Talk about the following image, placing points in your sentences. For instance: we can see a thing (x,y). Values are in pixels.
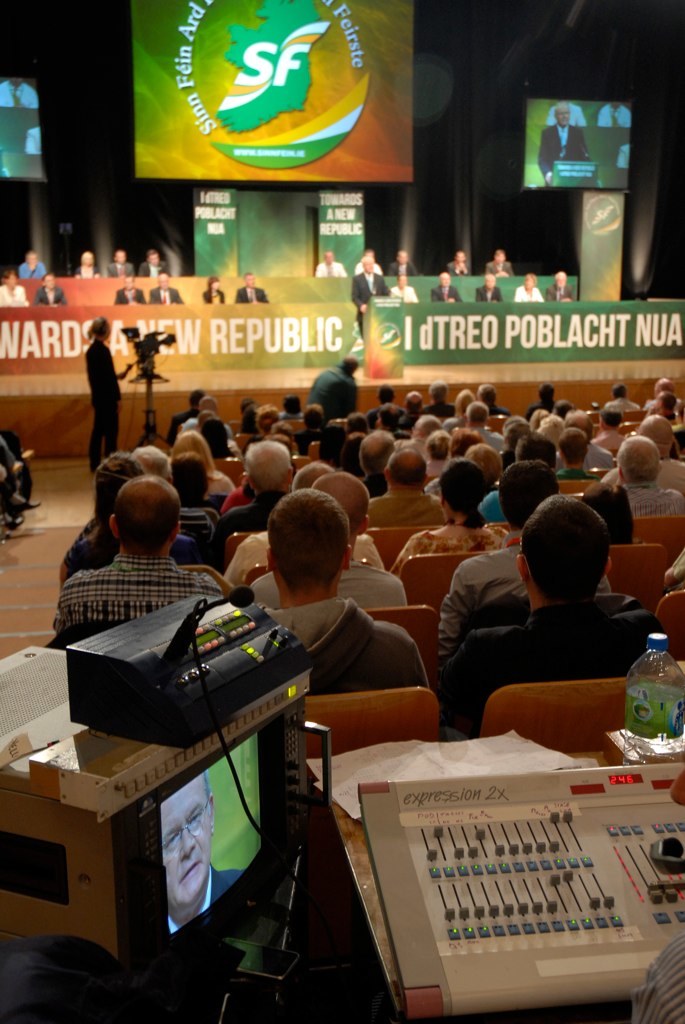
In this image we can see people (250,459) sitting on the chairs (341,746). Of them one is standing at the podium (379,319) and the other is standing in front of the camera (147,369). In addition to this we can see display screens (260,118), disposal bottles (664,691), paper sheets (389,760) and a lighting console (510,827).
